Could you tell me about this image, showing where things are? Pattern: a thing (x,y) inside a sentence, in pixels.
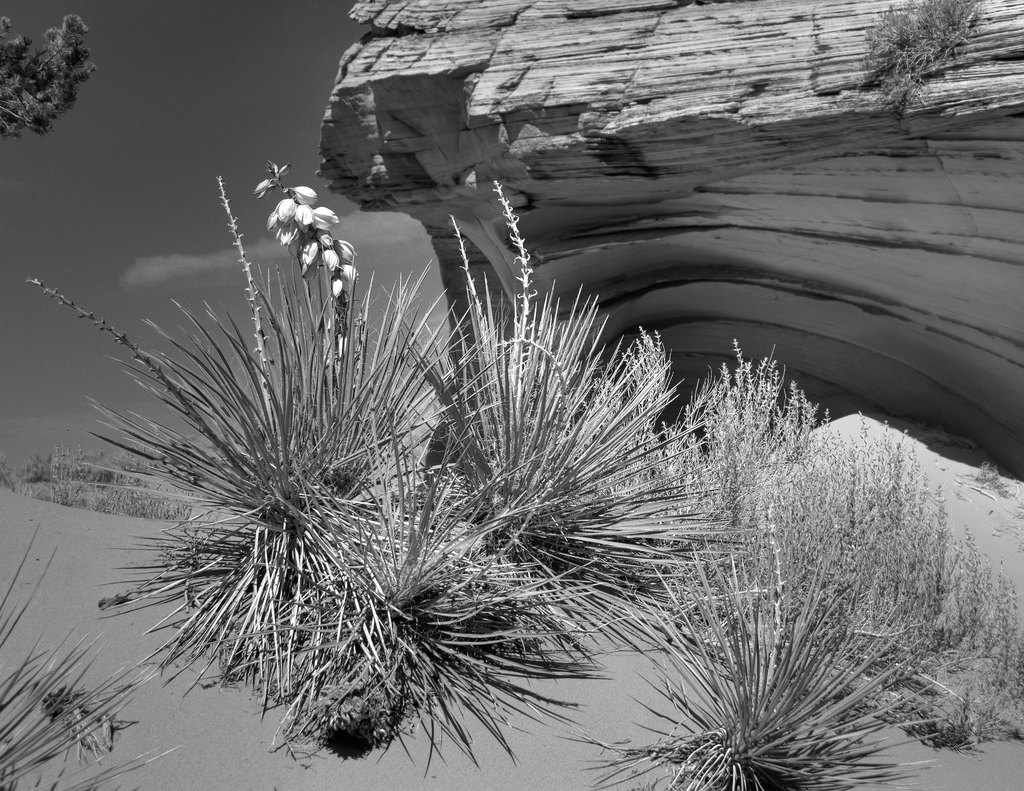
This is a black and white image where we can see plants (373,541), sand (138,537), rocks (477,202), trees (45,102) and the sky (60,220) with clouds (402,237) in the background (60,220).
